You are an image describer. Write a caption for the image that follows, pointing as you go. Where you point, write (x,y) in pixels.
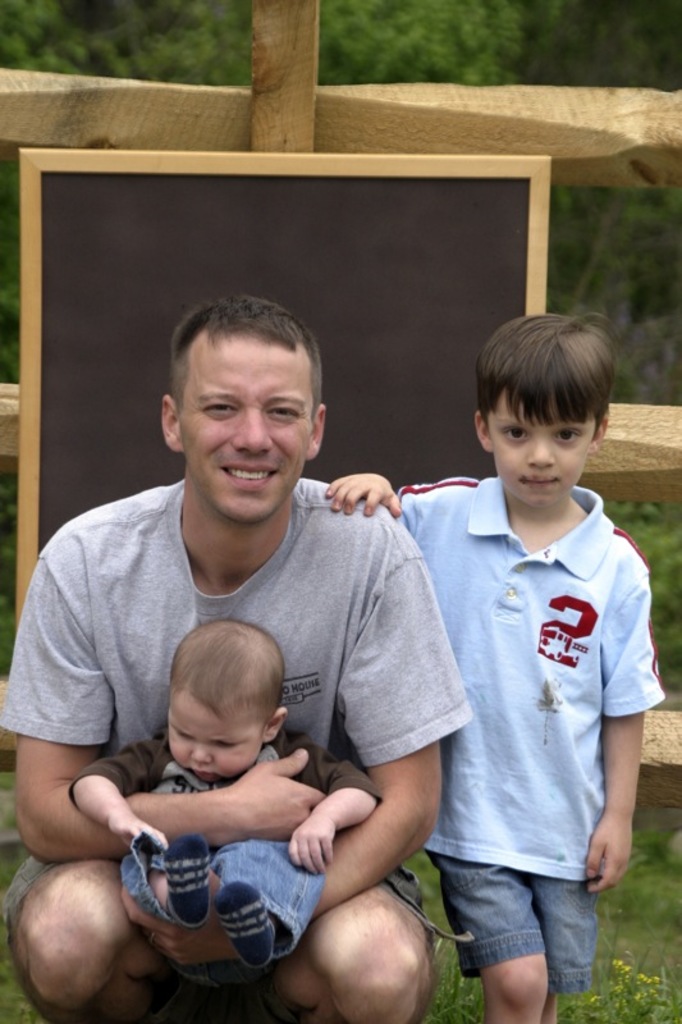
On the left side (109,514), there is a person (94,514) in a gray color T-shirt (147,605), smiling, holding a baby (119,768) and squatting. On the right side (591,685), there is a boy (532,532) in a light blue color T-shirt (524,551), placing a hand (361,483) on the shoulder (352,496) of the person (102,699) and standing. In the background (341,298), there is a blackboard (227,284) attached to a wooden fence (289,41), there are trees (562,15) and grass (622,1011) on the ground (646,882).
